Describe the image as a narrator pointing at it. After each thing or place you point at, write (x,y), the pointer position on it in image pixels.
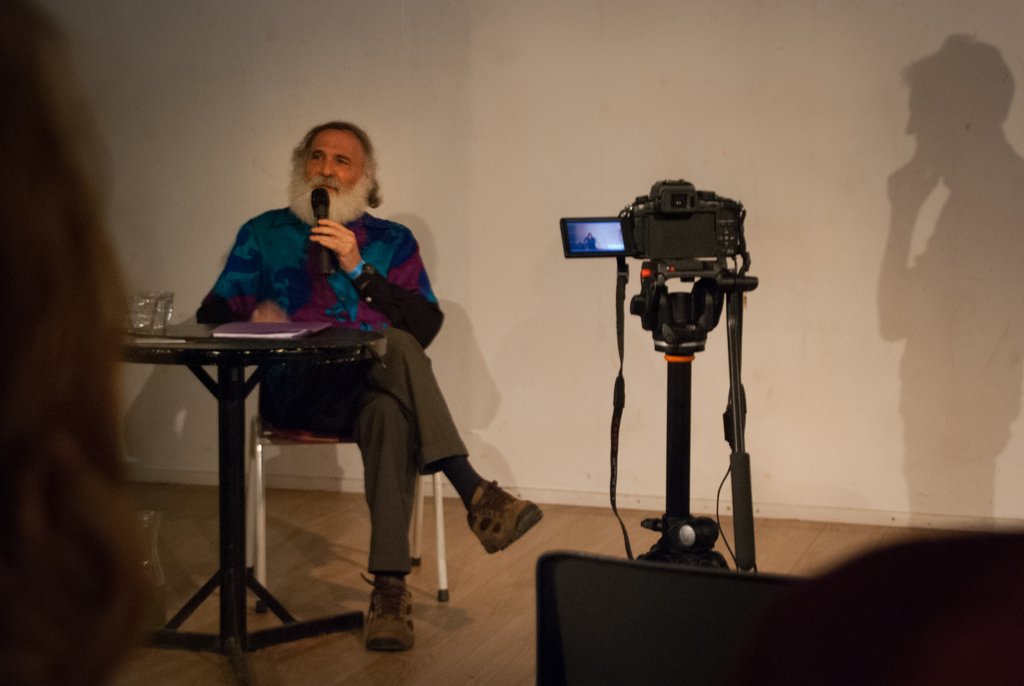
This picture is clicked inside. On the left (339,269) there is a man (349,206) holding a microphone (321,205) and sitting on the chair (256,457) and there is a table (230,366) on the top of which a book (301,330) and some other items (143,338) are placed. On the right (706,202) we can see a camera (649,222) attached to the stand (679,406). On the right corner (1001,155) there is a shadow (946,88) of a person (949,390) on the wall (833,181). In the foreground (966,616) we can see some other items (946,645).
